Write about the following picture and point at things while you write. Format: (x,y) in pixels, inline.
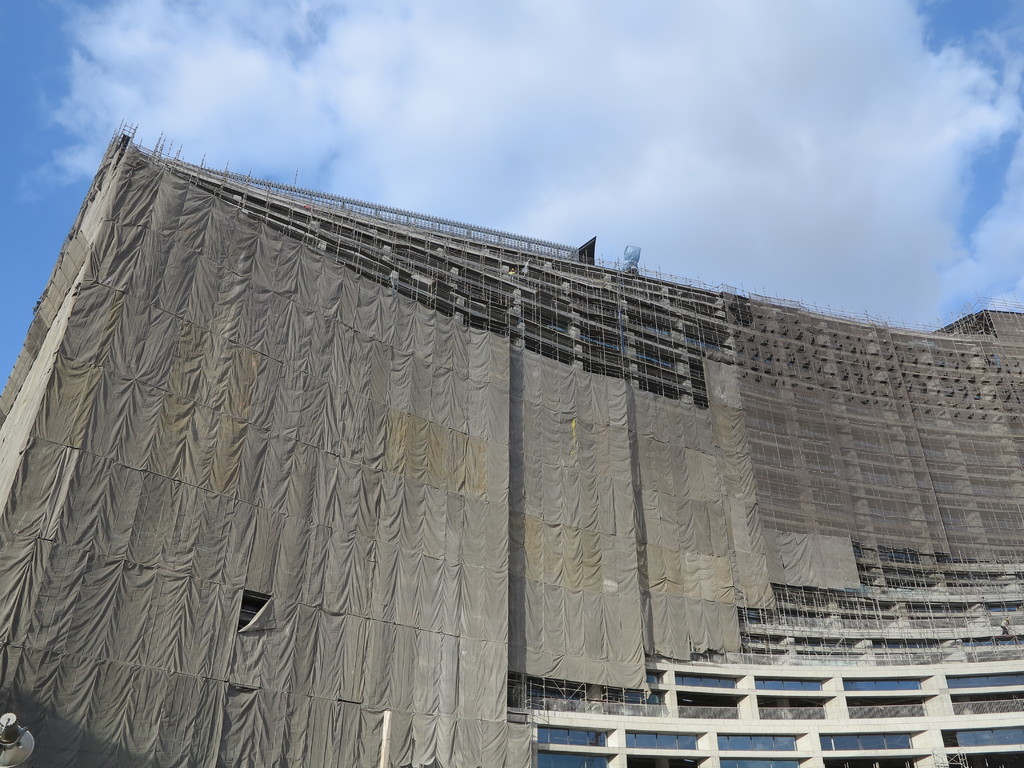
In this image I can see a building (225,418) in the front (512,372) and on the top side of the image (552,127) I can see clouds (815,192) and the sky (849,86). On the bottom side of the image (382,746) I can see a pole (386,731) and on the bottom left corner of the image (12,723) I can see a light like thing (18,740).
